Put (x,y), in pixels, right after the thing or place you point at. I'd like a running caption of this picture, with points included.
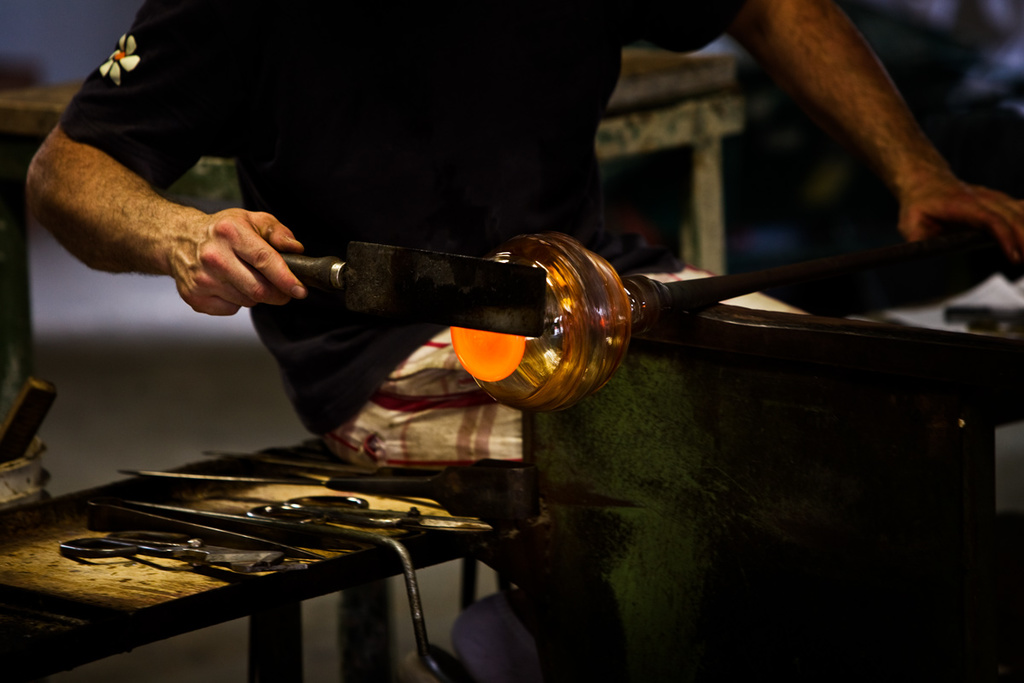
In this picture we can see a person (569,222) is sitting on a bench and holding a rod (751,273) in one hand (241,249) and in the other hand (254,249) there is an item (411,286) and doing some work. On the bench (130,587) there are some tools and behind the person (376,123) there are blurred things (902,29).
